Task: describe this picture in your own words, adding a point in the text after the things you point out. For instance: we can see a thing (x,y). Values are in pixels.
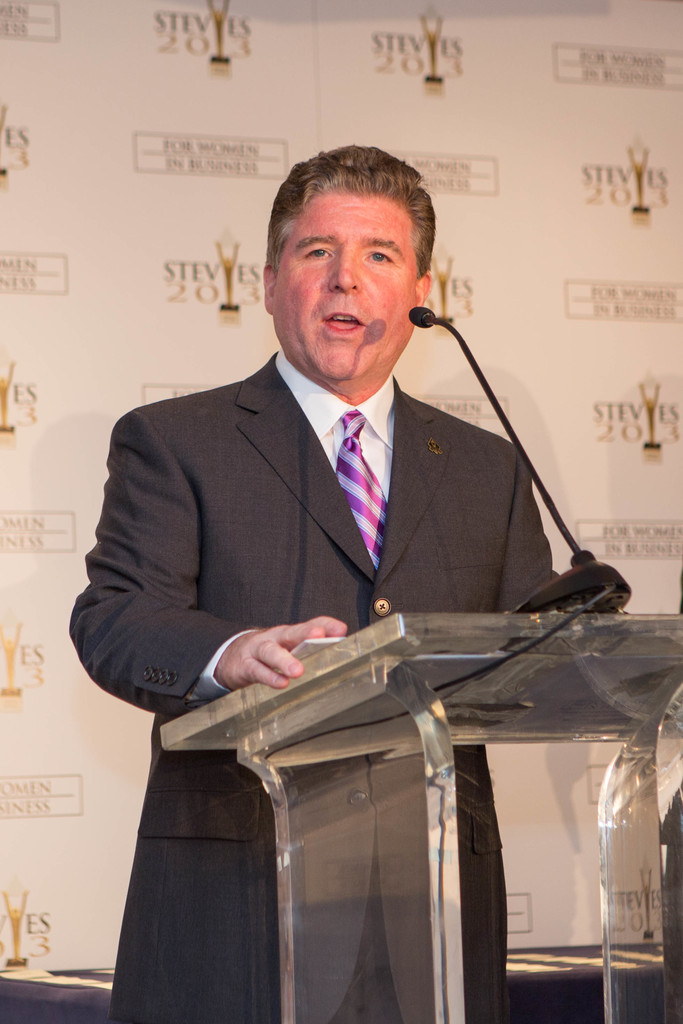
In this picture i can see a man (339,580) is standing in front of a podium (454,779). On the podium (307,745) i can see a microphone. The man (477,498) is wearing suit (510,545), shirt (365,452) and tie (356,424).
